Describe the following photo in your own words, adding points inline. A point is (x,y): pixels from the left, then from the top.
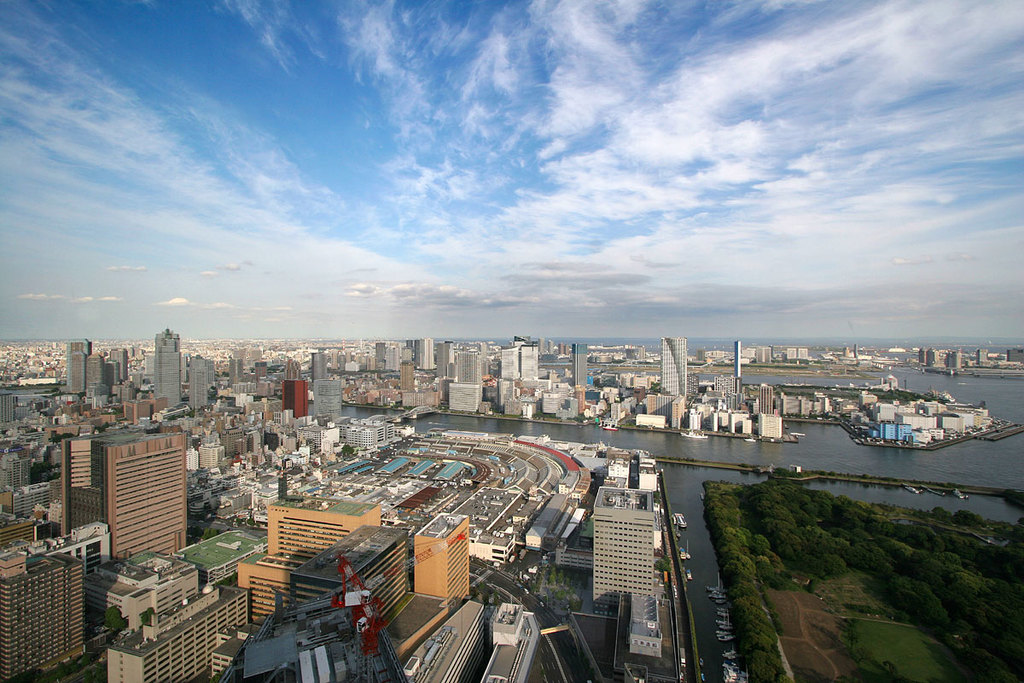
In this image, there are a few buildings (484,500). We can see some grass (890,650), plants (815,578). We can also see some water (667,475) with objects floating on it. We can see the sky (649,318) with clouds (692,218).
